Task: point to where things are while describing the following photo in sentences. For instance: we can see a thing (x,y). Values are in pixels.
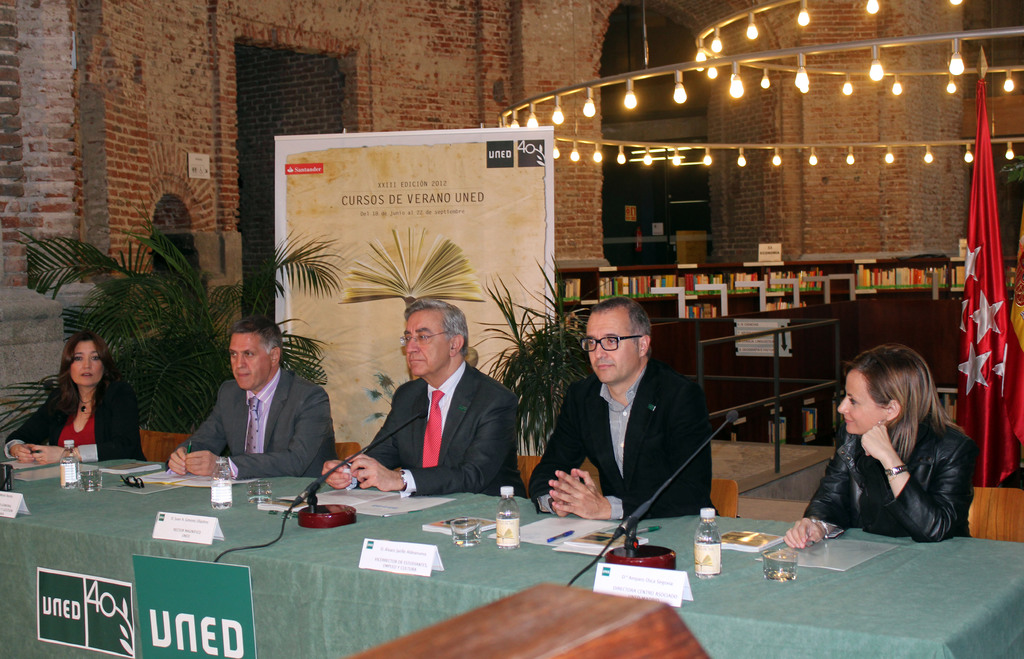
In this picture I can see few people (489,437) seated on the chairs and I can see papers (578,545), microphones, water glasses (470,539) and water bottles (511,527) on the table (293,620) and I can see an advertisement board (435,244) with some text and I can see couple of boards (178,608) with some text (189,623) and I can see lights (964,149) and few books (738,271) in the bookshelf (756,272) and I can see couple of flags (991,224) on the right side of the picture (984,416) and I can see brick wall (564,123) on the left side (206,78) and couple of plants (538,380) in the pots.
